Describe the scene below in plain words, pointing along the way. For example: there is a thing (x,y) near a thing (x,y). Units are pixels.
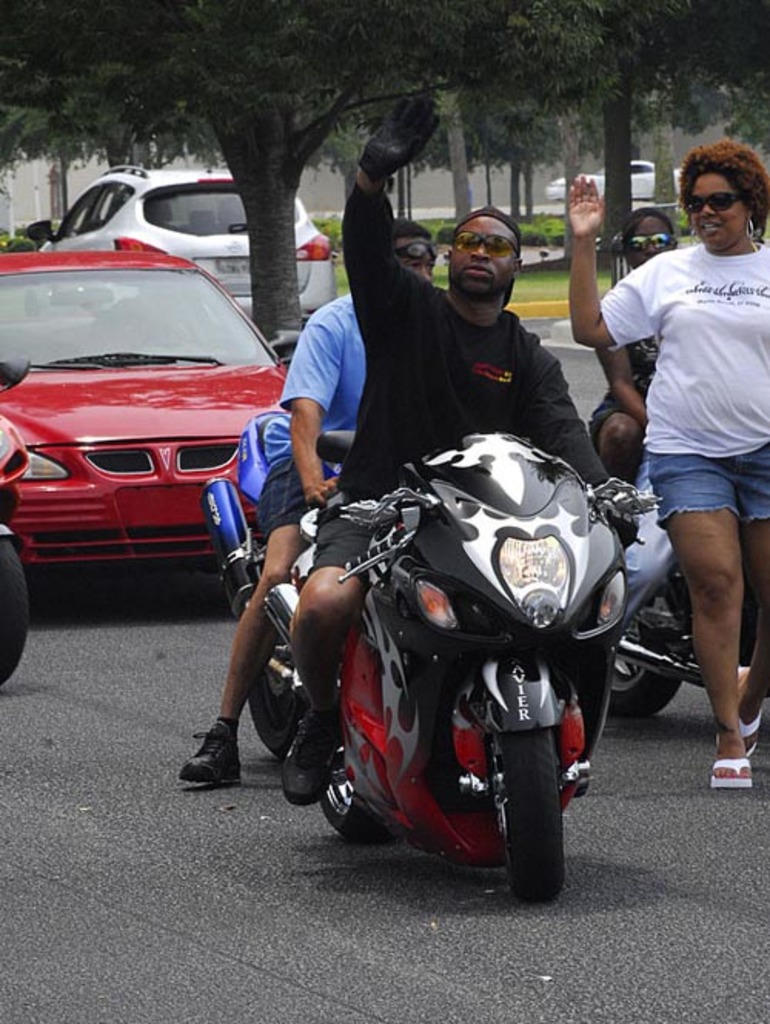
In this image I can see the vehicles (540,721) on the road (590,847). Some people (379,237) are riding the motorbike (367,819). At the background (154,81) there are trees (346,101).
